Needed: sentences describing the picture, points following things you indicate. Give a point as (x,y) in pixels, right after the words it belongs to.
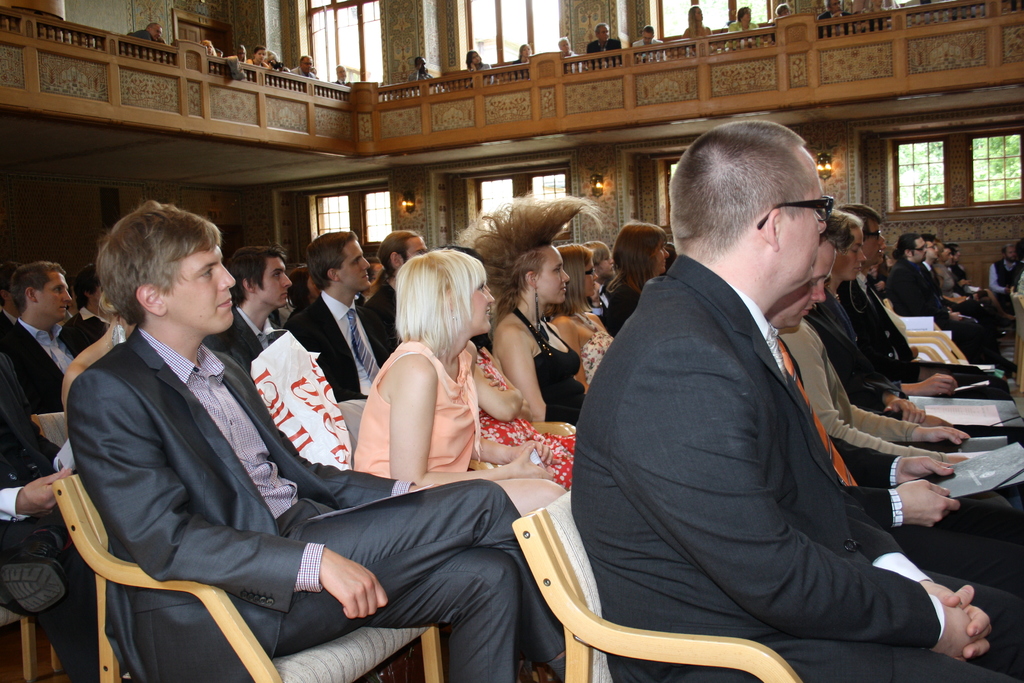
There are group of people (472,375) sitting in chairs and all the mens (305,311) are wearing suits (666,473) and there are some people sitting in the top (645,47).
